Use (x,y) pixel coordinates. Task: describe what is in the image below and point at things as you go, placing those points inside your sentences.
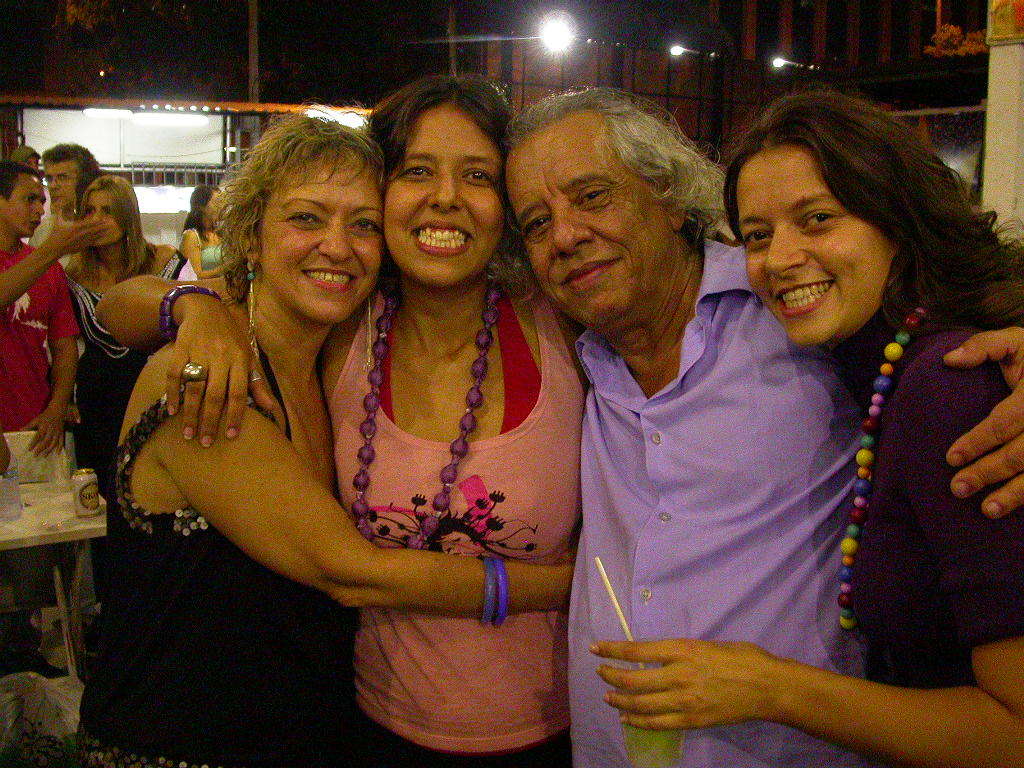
In the center of the image (386,263) there are four people (445,751) standing. In the background of the image (197,271) there are people (104,276). To the left side of the image (104,507) there is a table (57,590) on which there are objects (77,484). There is a light (567,40).
